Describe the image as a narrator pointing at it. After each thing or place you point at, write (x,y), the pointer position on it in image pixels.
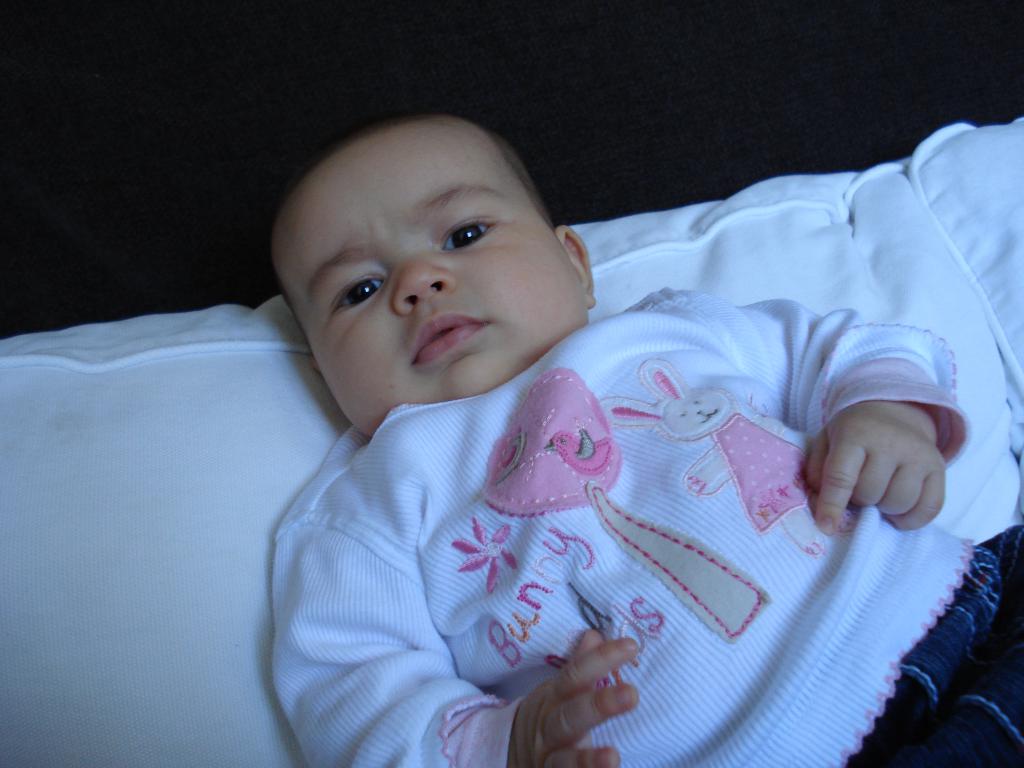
In the picture we can see a baby (513,565) lying on the bed (53,538) which is white in color and wearing a white T-shirt (882,609) with some designs (753,596) on it.
